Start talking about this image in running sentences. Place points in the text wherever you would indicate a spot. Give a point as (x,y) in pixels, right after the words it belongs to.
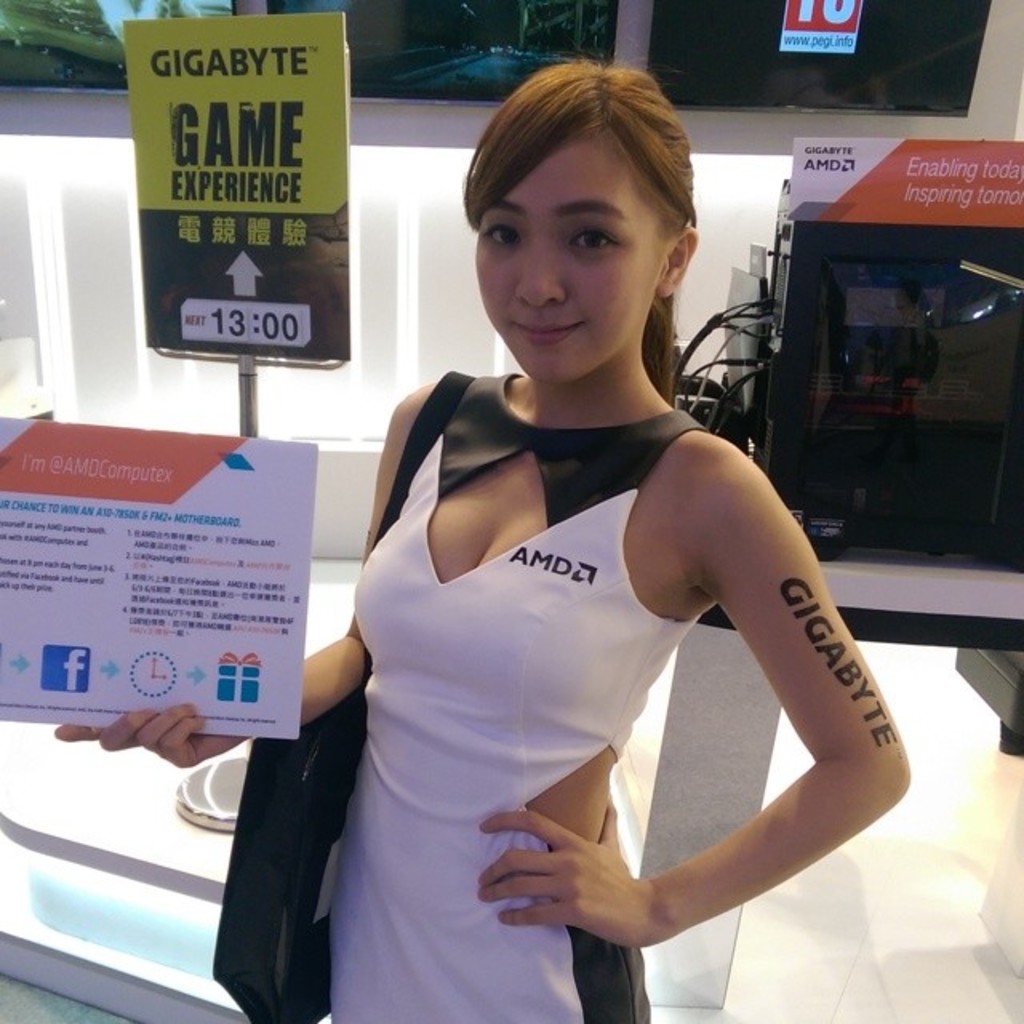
In the middle (595,671) I can see a woman (612,951) is holding a board (285,678) in hand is wearing a bag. In the background (964,325) I can see a board (141,165), machine (1000,382), wall (397,117) and a window (914,388). This image is taken may be in a hall (3,788).
